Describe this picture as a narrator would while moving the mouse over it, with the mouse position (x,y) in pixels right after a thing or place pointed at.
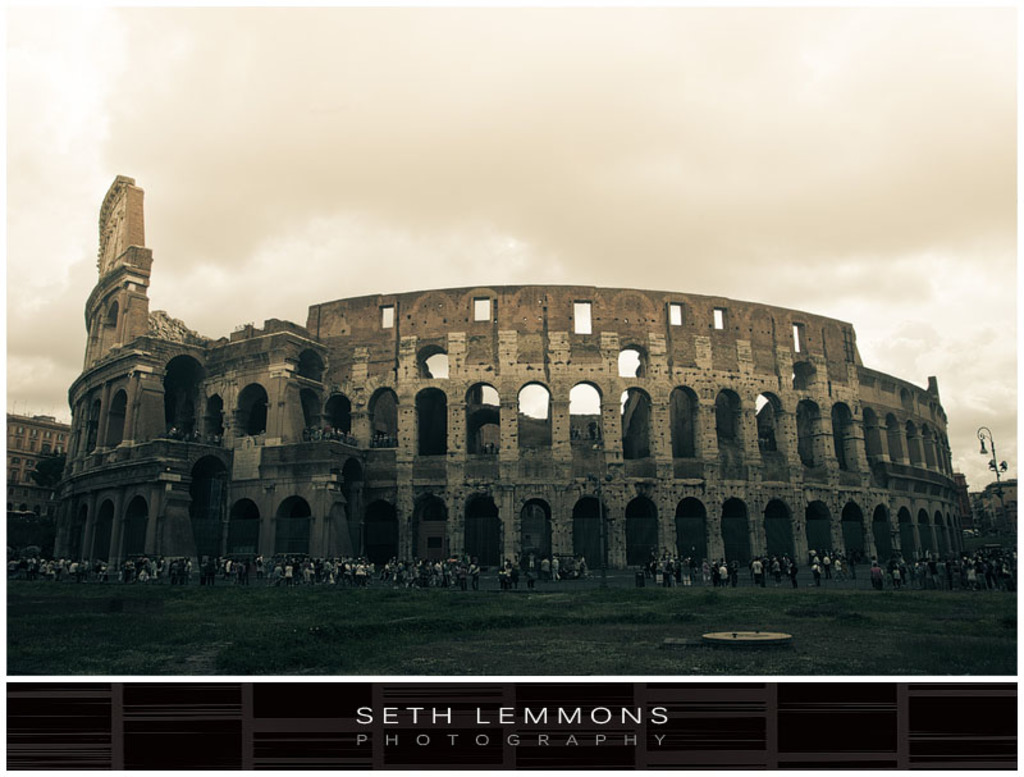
In this image we can see fort (888,550), grass (422,648), poles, and people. In the background (63,118) there is sky (476,114) with clouds (842,103). At the bottom of the image (590,726) we can see something is written on it.
